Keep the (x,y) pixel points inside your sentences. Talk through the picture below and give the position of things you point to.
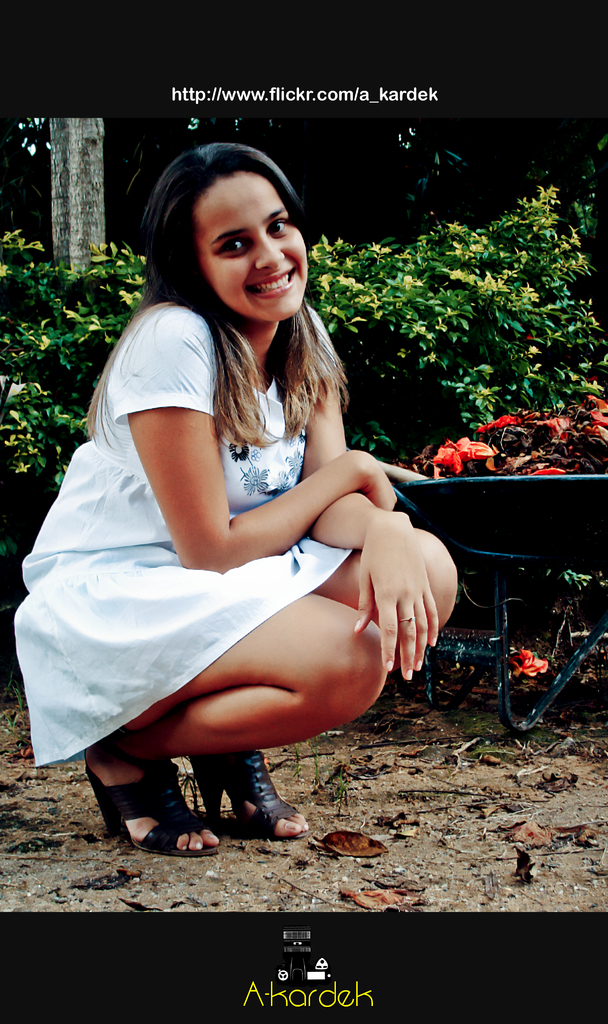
In the front of the image (287,273) we can see a person (303,414) smiling. In the background of the image (354,270) there are plants (477,282) and objects (527,502). At the top of the image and the bottom of the image (287,969) there are watermarks (295,999).
